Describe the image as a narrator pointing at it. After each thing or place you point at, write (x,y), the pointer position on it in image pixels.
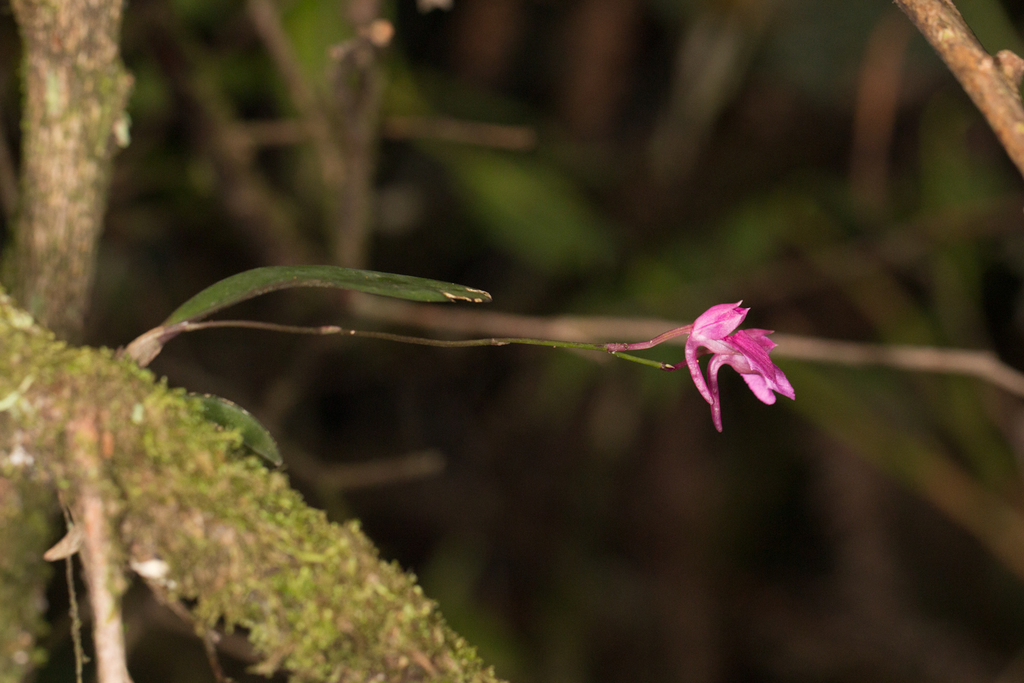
In this image, we can see a flower (714,348) which is in pink color and in the background (372,97), there are branches (117,439).
